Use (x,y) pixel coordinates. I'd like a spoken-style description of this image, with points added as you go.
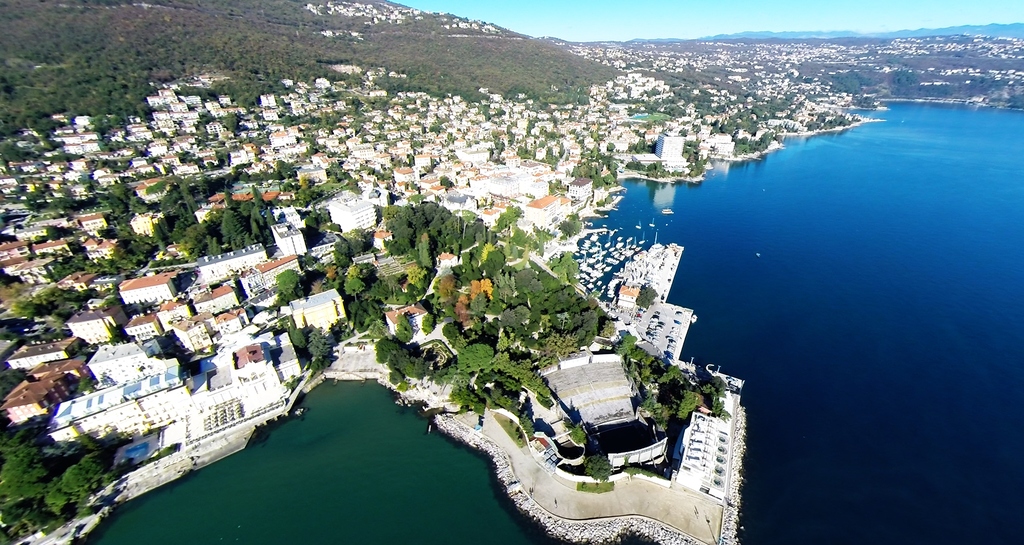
This picture is taken from outside of the city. In this image, on the right side (929,260), we can see water (986,415) in a lake (979,436). On the left side (142,177), we can see some houses (221,104), buildings (191,106), trees (203,29), plants (306,70). In the middle of the image (460,301), we can see a building (555,375), trees (459,314). In the background (700,40), we can see some mountains (918,36), trees (730,87), plants (794,65). At the top (652,25), we can see a sky (757,13), at the bottom (345,487), we can see water (401,471) in a lake (387,478).
